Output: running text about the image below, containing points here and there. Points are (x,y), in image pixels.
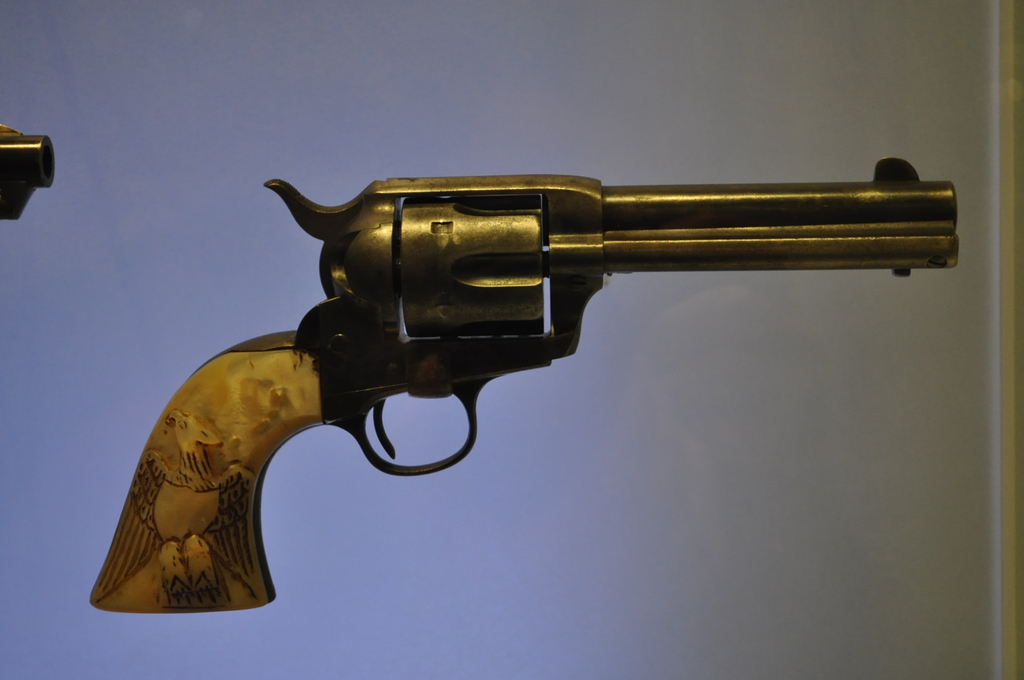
In the center of the image (484,234) we can see one gun (328,331). In the background (701,34) there is a wall (393,66). On the left side of the image (14,147), we can see one object (5,162).
